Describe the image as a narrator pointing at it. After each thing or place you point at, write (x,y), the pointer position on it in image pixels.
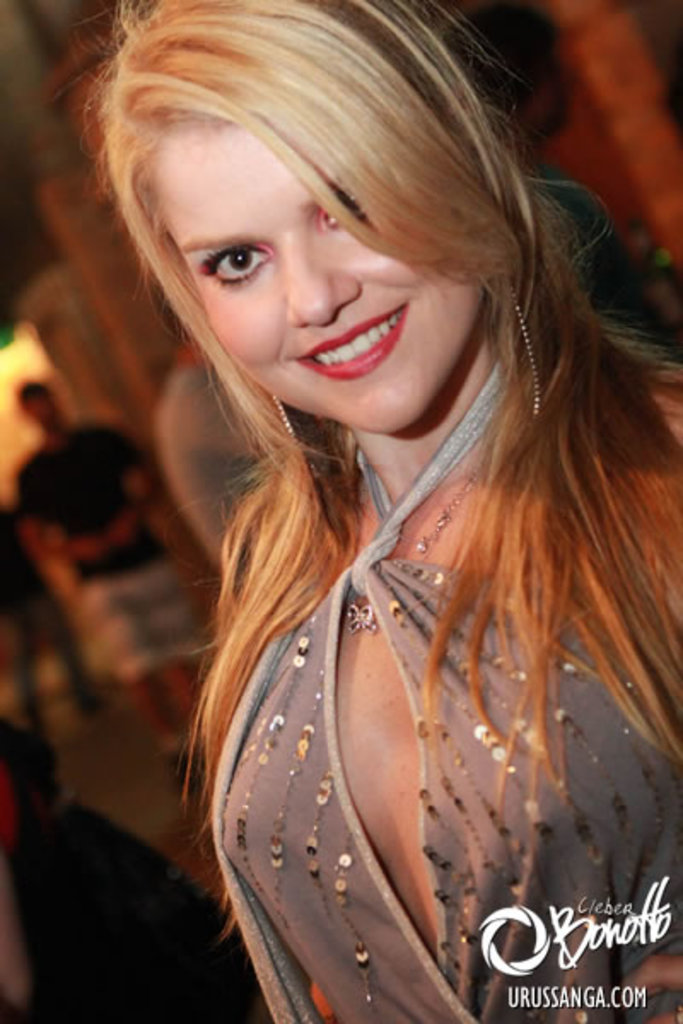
In this image, we can see a woman (421,421) standing and she is smiling, in the background (120,503) we can see some people (18,732).
